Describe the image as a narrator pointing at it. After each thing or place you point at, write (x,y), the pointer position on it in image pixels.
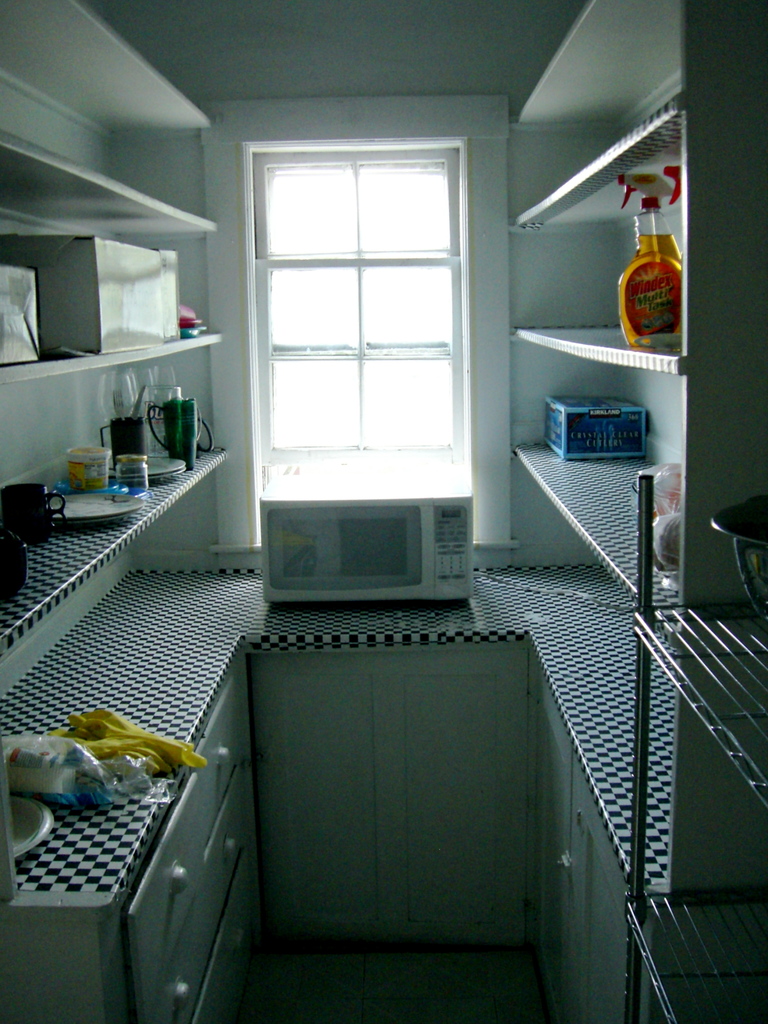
In this image I can see inside view of kitchen (495,415). In the background (223,515) I can see a microwave (409,469) and a window (426,184). On the both sides of the image I can see few cups (38,520), few plates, few boxes (553,428) and a bottle (647,245) on the shelves (632,146). On the bottom left side of this image (130,797) I can see few other stuffs (74,718) on the countertop (23,718). I can also see cupboards (307,824) and drawers (248,812) on the bottom side (261,797).
